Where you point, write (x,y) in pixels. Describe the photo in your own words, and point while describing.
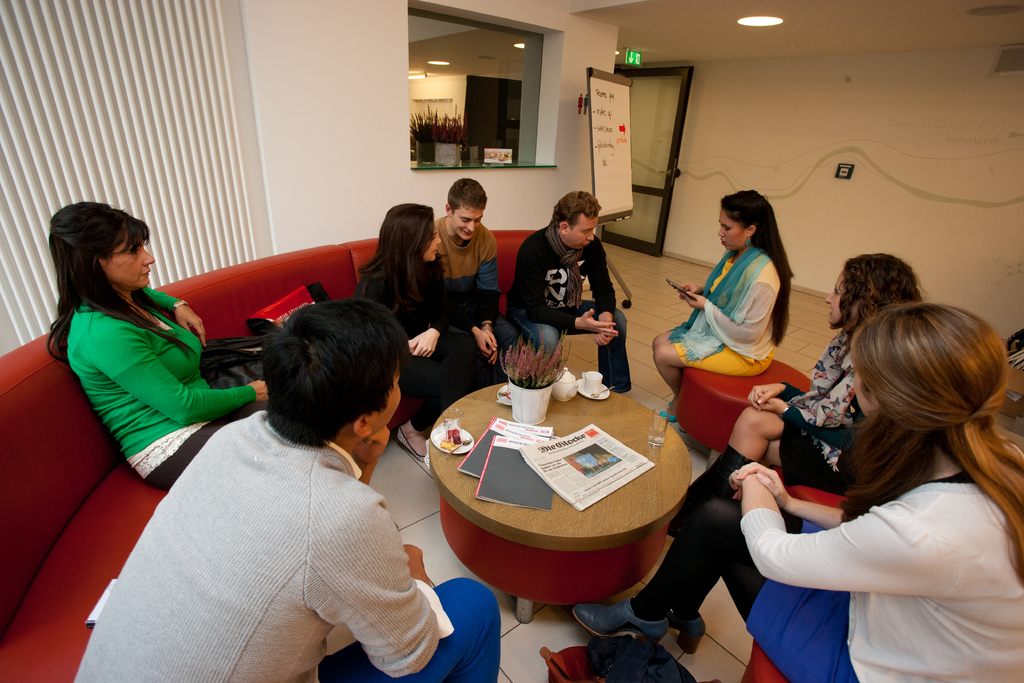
This image is clicked inside the room (906,179). There are eight people (696,520) sitting in the sofa (689,384). To the left (124,333) there is a woman (105,374) wearing green colored shirt (136,337). To the right (936,545) there is a woman (873,529) wearing white colored jacket (870,567). In the middle (610,404) there is a table (611,419) on which there is a plant (516,366) and a news paper (618,473). In the background (712,118) there is a wall (253,84), a board (604,105) and a door (658,136).
